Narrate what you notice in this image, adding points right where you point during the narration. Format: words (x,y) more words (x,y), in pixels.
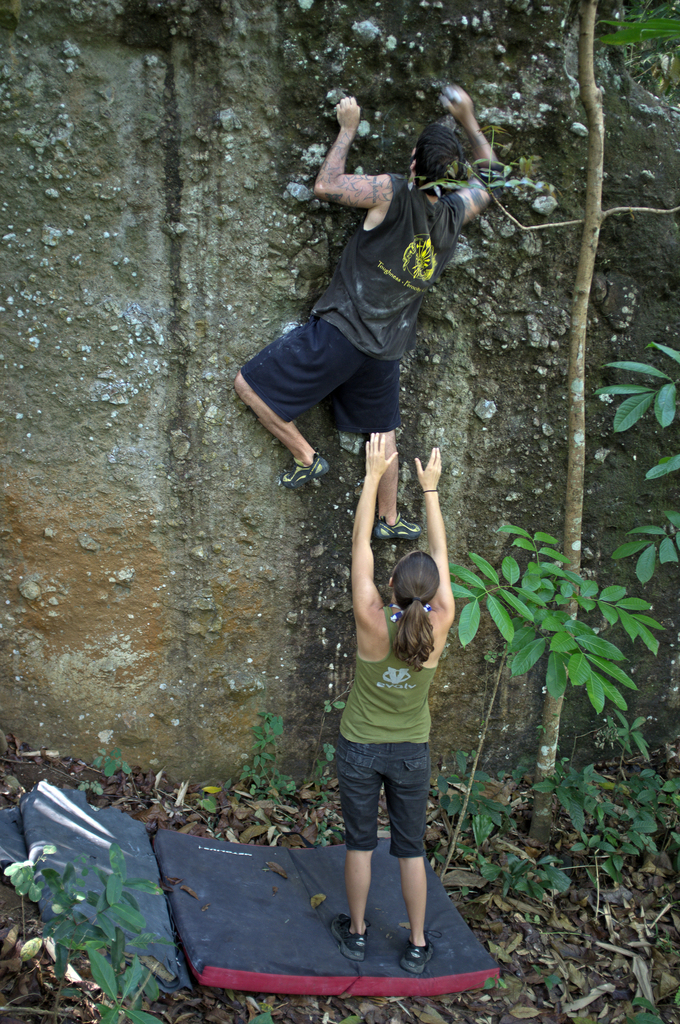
As we can see in the image, there are two persons (375,219). The women (382,659) is standing on mat (367,916) and the man (384,360) is climbing the wall (159,325) and there is a tree stem (576,499) here.
